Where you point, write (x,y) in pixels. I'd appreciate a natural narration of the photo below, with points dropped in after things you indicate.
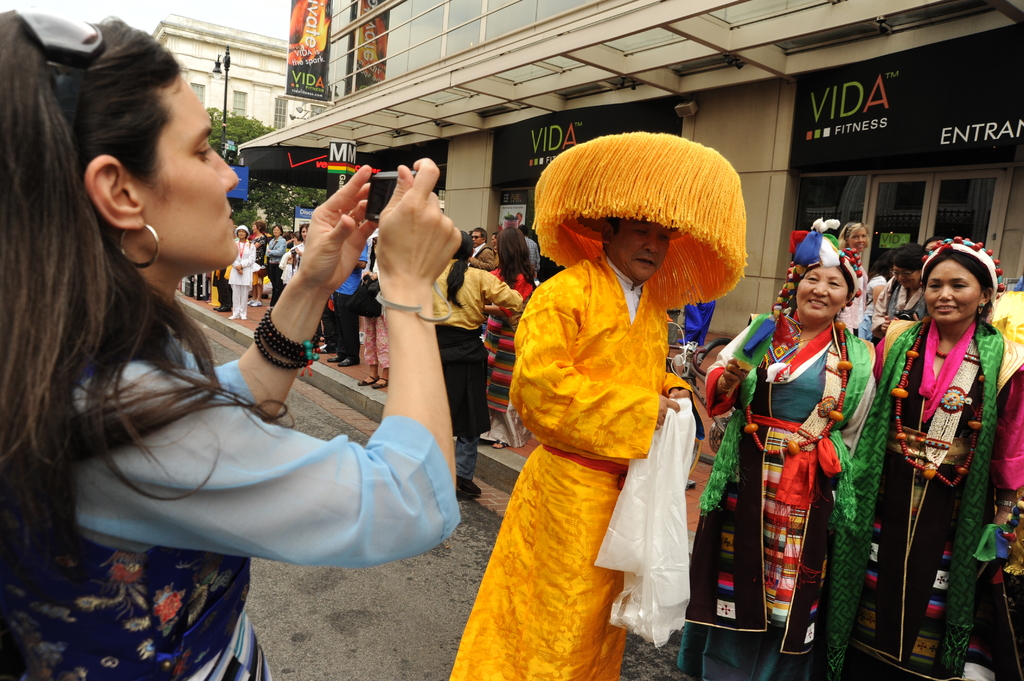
In this image we can see a group of people (657,348) wearing dress (740,559) are standing on the ground (462,576). One person (555,576) is wearing a hat (673,241). On the left side of the image (322,471) we can see a woman (121,366) wearing goggles (63,34) on her head (109,110) and holding a camera (393,178) in her hands (395,202). In the background (227,78), we can see buildings (687,23) with windows (838,210) and door (893,223), some sign boards (834,163) with text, light pole (226,58), trees (246,221) and the sky (127,10).
